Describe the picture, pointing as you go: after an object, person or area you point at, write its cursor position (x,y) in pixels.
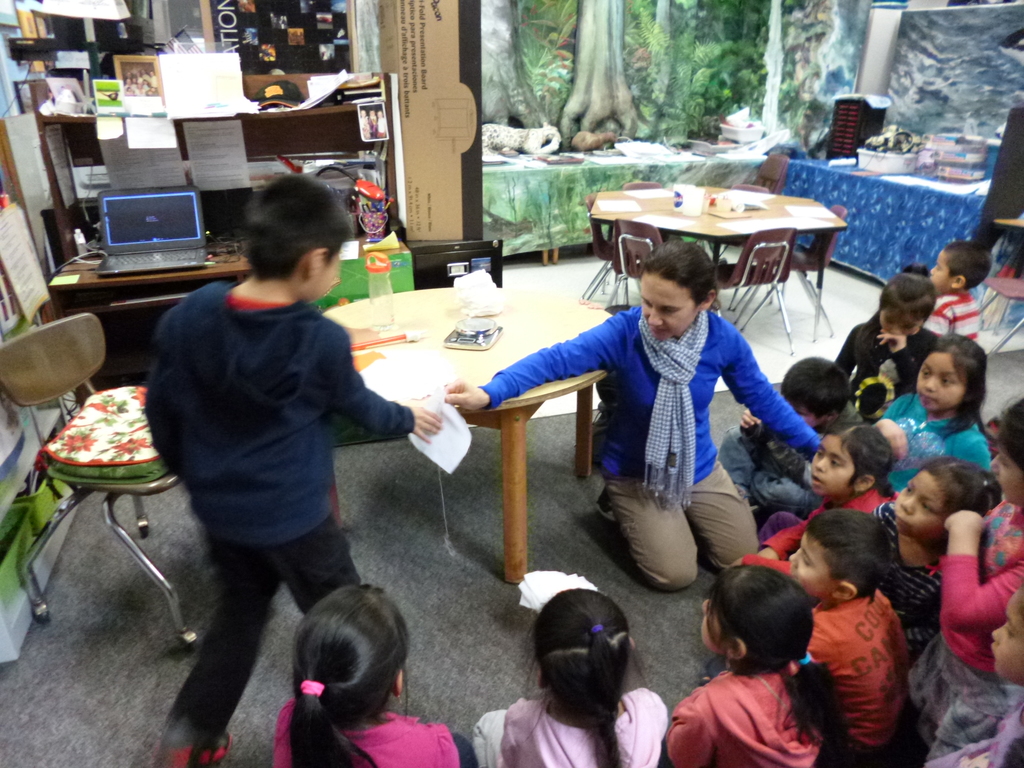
In this picture there is a group of children (817,640) sitting on a floor (669,637). There is a woman (677,494) who is in squat position. There is a boy (253,407) who is holding a piece of paper (451,439) in his hand (429,428). On background (654,91) we can see a painting (645,115) which shows a green grasses (643,121) and tree (604,37). on left side (123,144) we can see a books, paper (158,128) and on the table (157,283) there is a laptop (167,241). Here it's a chair (123,432). There is a dining table (760,212).
